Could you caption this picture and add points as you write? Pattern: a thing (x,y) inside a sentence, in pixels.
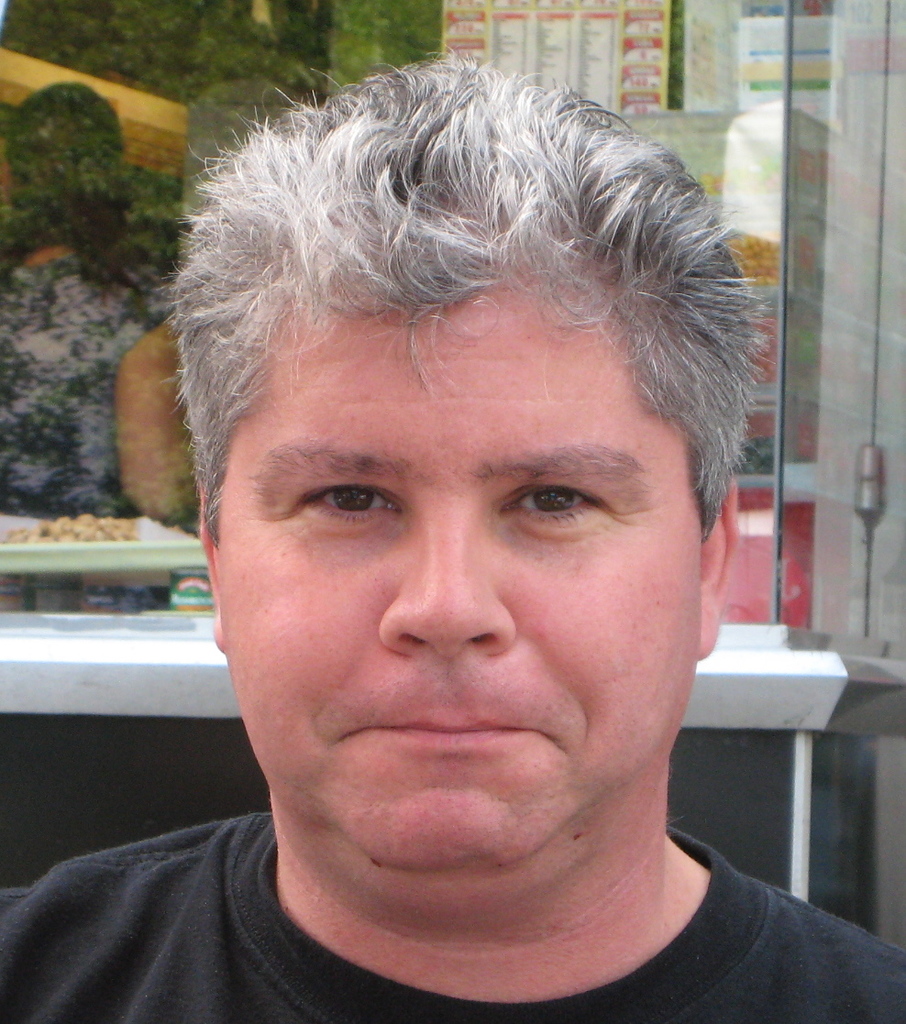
This image consists of a man (647,966) wearing a black T-shirt (865,948). In the background (41,229), we can see a glass window (806,423), in which there are some objects (106,448). On the right (861,67), we can see the posters (744,86).
